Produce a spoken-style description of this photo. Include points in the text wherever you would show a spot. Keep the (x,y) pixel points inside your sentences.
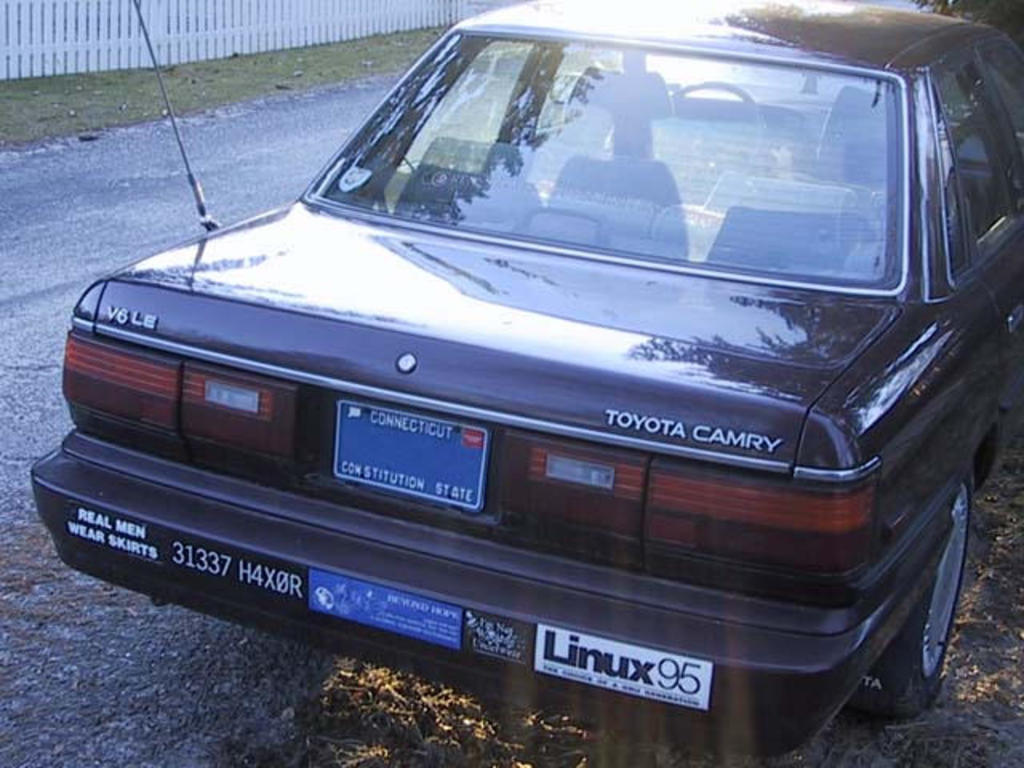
In this picture I can observe a car (472,635) on the side of the road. In the background (217,23) I can observe white color railing (190,23).
